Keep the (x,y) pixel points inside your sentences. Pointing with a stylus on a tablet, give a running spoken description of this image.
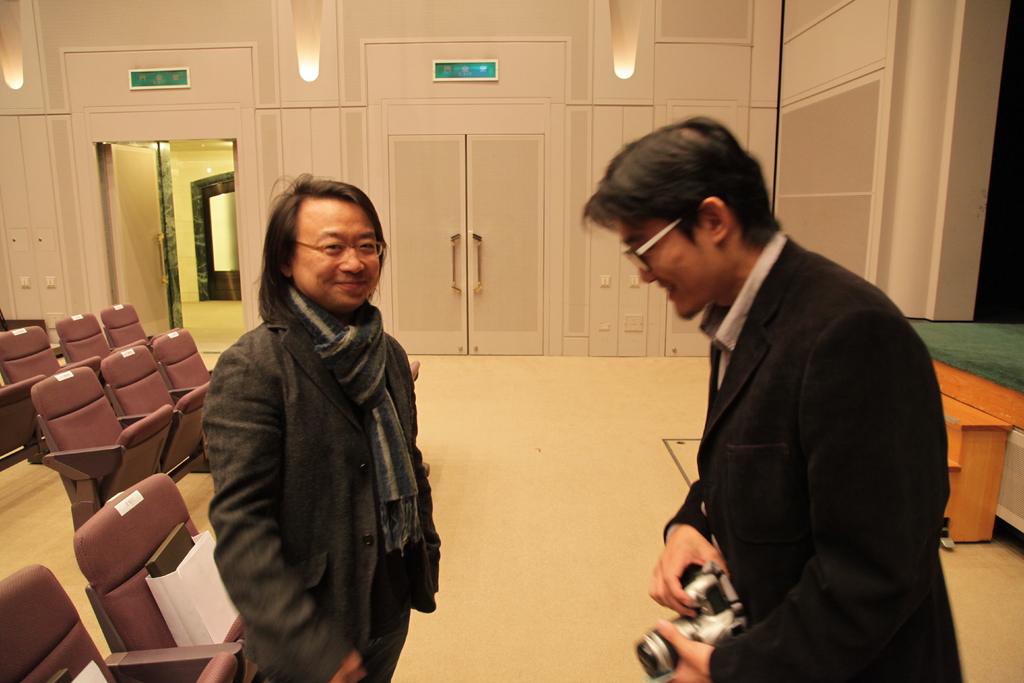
In this image I see 2 men (797,676) and I see that both of them are standing and are smiling. I can also see that this man (776,681) is holding the camera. In the background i see the doors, lights (631,64) and the chairs (41,671).
